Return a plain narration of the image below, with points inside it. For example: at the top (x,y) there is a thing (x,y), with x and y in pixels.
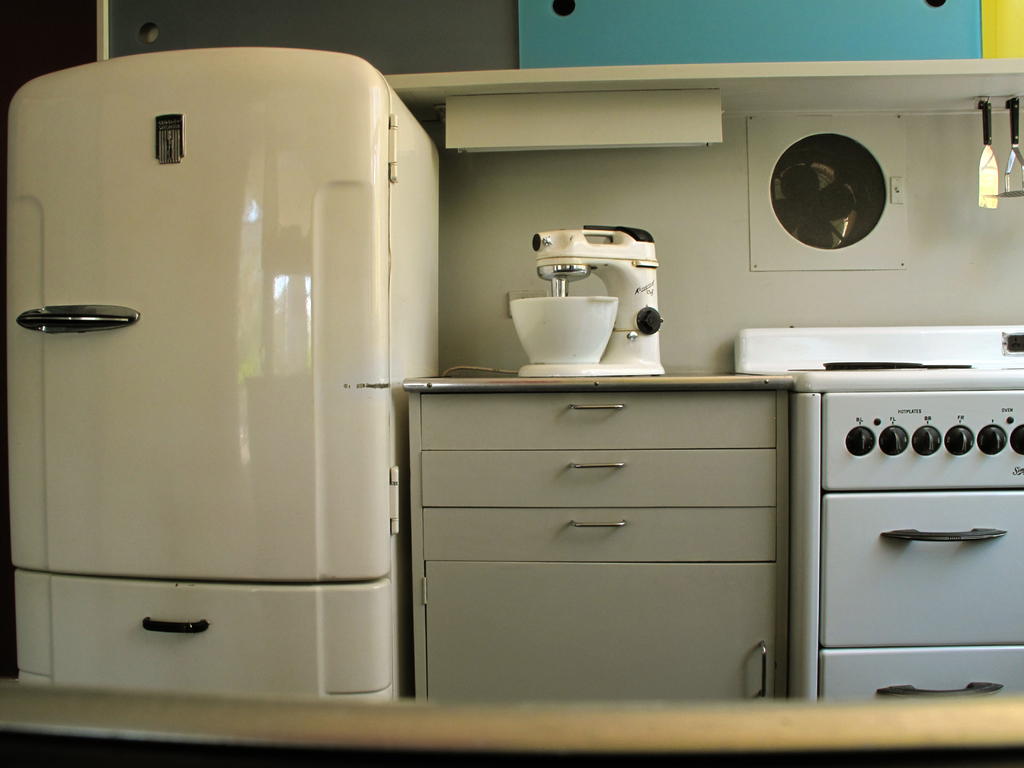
This picture is an inside view of a room (968,354). In this picture we can see the containers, cupboards (653,492), object (641,282), fan (843,208), wall (719,303), shelf (478,88) and text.
